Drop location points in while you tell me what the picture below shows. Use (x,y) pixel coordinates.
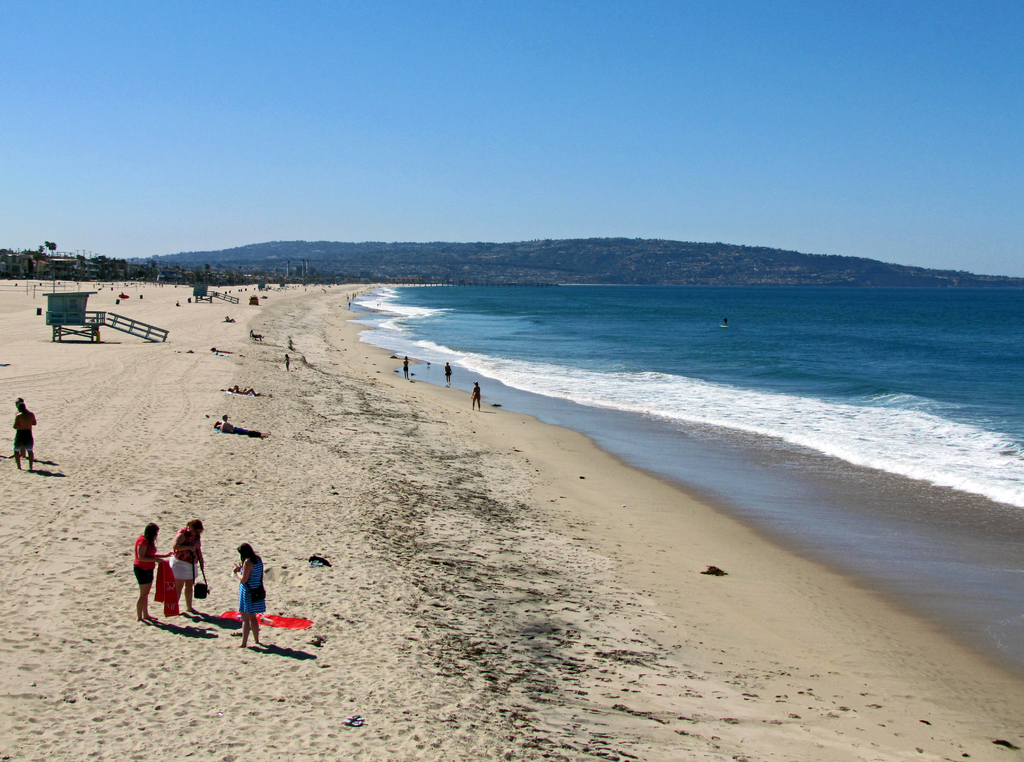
In the image we can see there are people (189,581) standing and others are lying on the sand (136,306). There are small buildings (88,320) and there is an ocean (729,388). Behind there are mountains (476,256) and background of the image (614,260) is little blurred. There is a clear sky (498,115).
